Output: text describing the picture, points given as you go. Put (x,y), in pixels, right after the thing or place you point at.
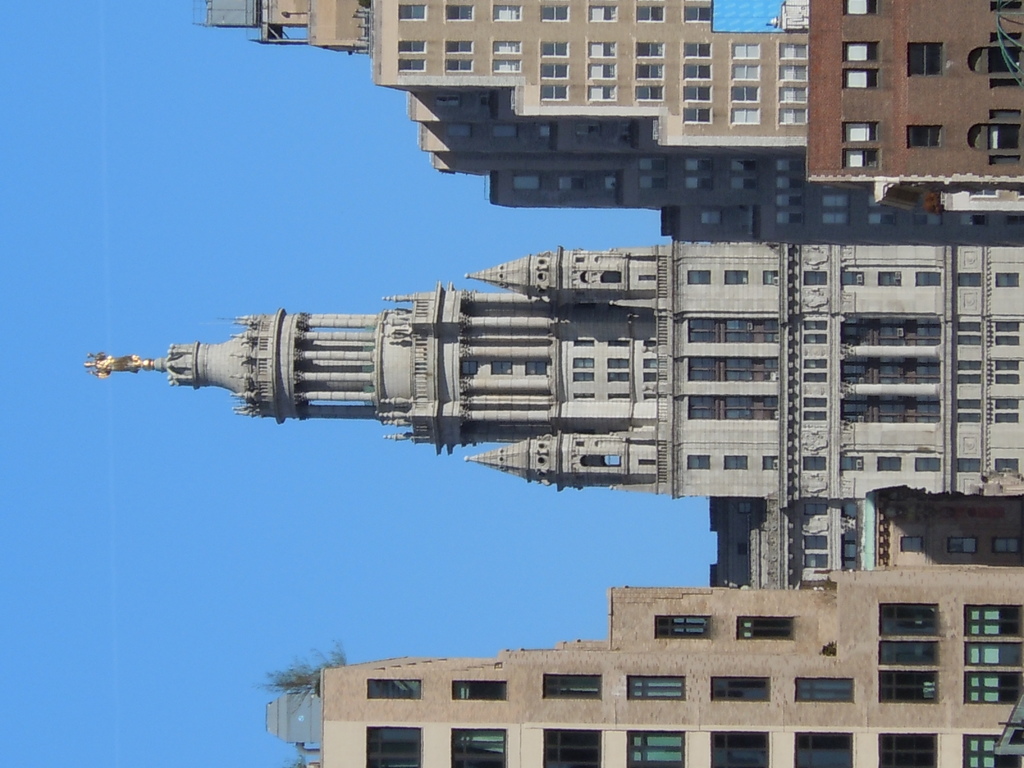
In this picture we can see buildings (496,319) with windows (589,690), trees (314,681) and in the background (207,246) we can see the sky (176,341).
